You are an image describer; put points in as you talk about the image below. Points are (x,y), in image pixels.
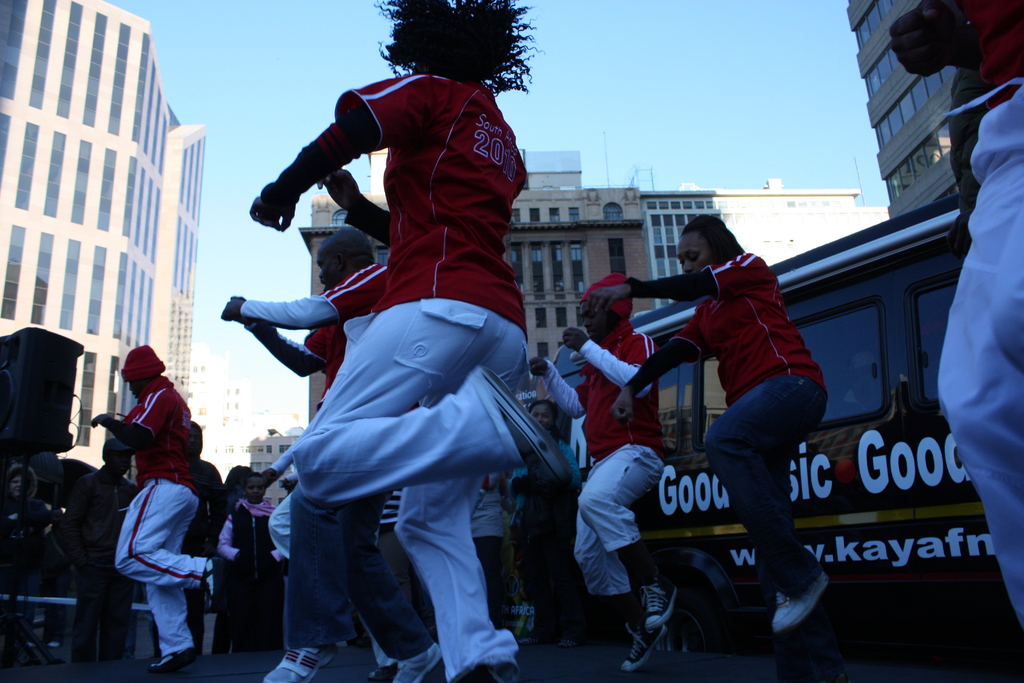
In this image in the foreground (521,303) there are group of people (1010,272) who are dancing, and in the background (91,482) there are speakers (67,409) and some people (233,485) are standing and there is a vehicle (885,525). At the bottom (898,663) there is a road (172,679) and there are some buildings (745,212), and at top (781,151) there is sky (316,102).
